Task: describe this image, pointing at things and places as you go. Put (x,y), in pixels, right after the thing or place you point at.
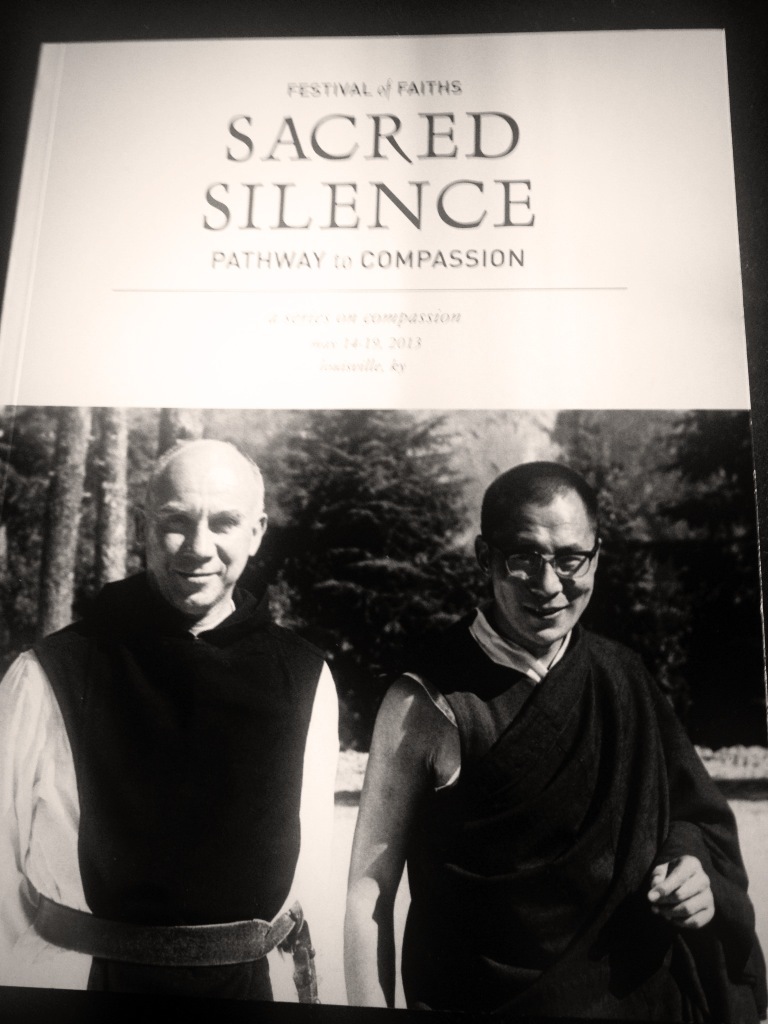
This is a poster (651,816) and on this poster (286,101) we can see a spectacle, trees (693,410), two men (534,728) smiling and some text (447,177).
